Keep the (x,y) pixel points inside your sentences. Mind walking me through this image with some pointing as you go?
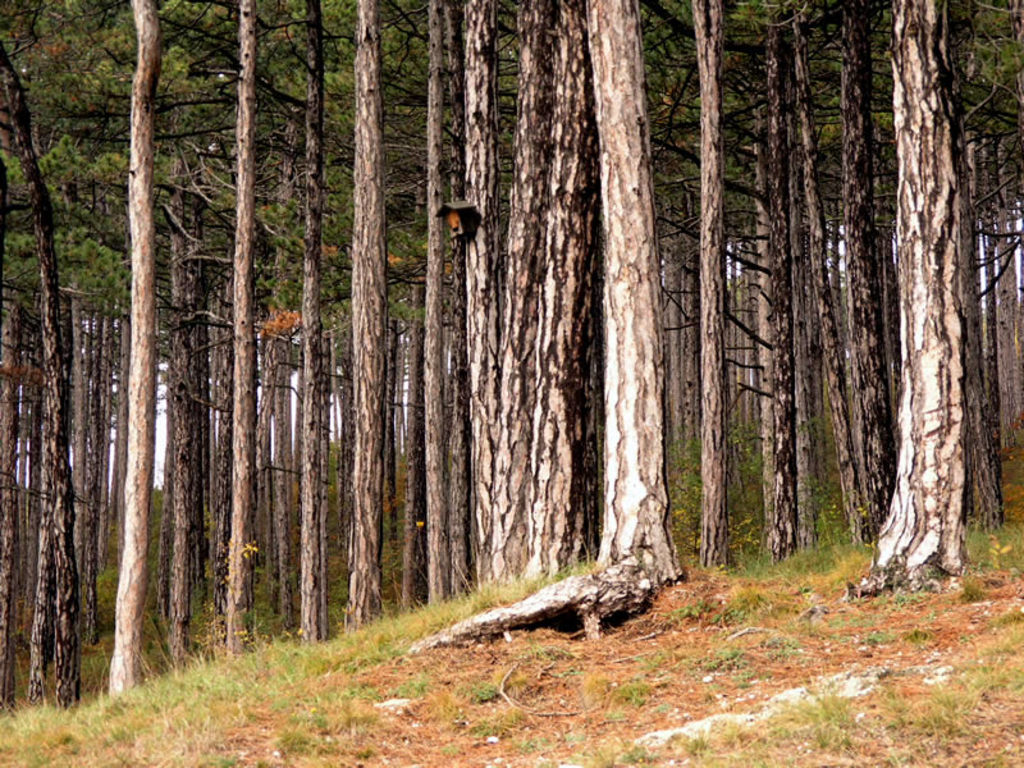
Here we can see grass (190,670) and number of trees (586,153).
